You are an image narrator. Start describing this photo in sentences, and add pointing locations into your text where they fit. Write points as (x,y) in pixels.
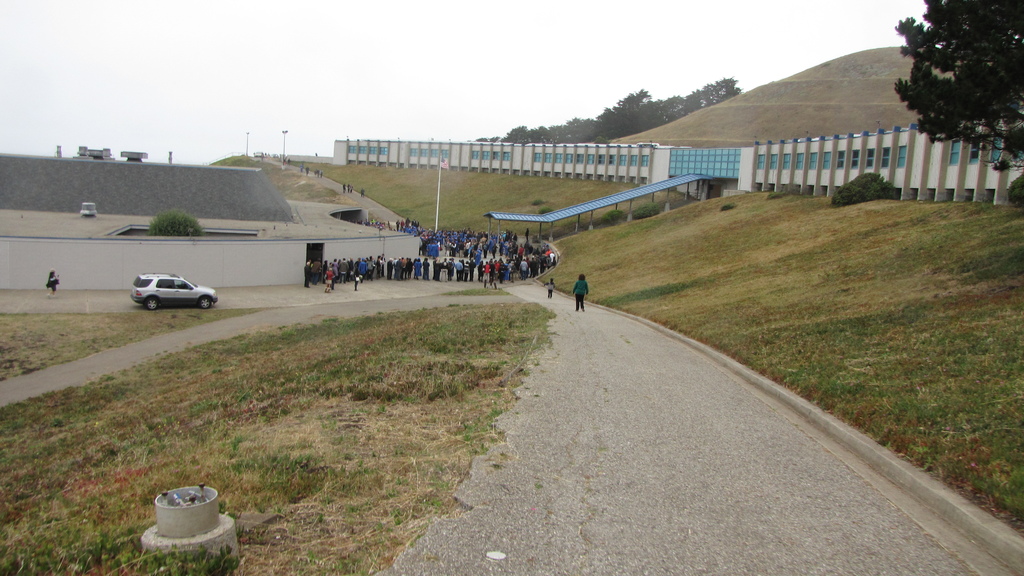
In this image we can see a few people (543,255), there is a building (737,177), shed (608,203), there are plants (102,568), trees (986,140), a car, there is a concrete surface (181,509), there are poles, hills (652,269), also we can see the sky (476,64).
